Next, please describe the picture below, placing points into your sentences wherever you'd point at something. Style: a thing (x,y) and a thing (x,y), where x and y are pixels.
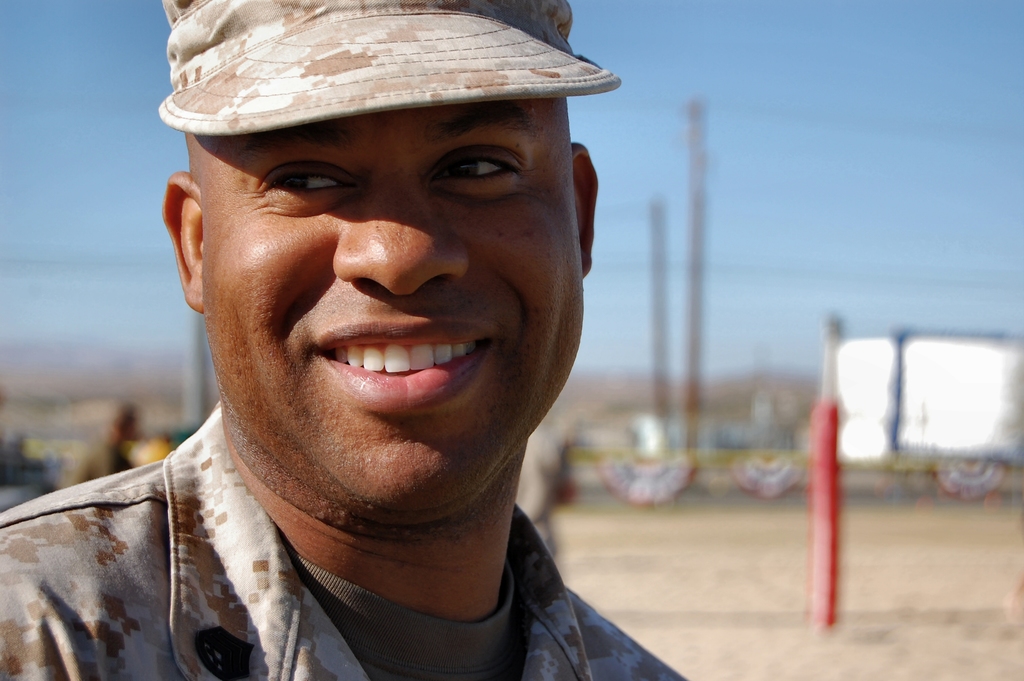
On the left side of the image (300,400) a man (298,373) is wearing a hat (327,7). In the background of the image (851,375) we can see poles (835,468), vehicle (905,341) are there. At the top of the image (800,67) we can see the sky (719,158). At the bottom of the image (748,627) we can see the ground (792,558).
